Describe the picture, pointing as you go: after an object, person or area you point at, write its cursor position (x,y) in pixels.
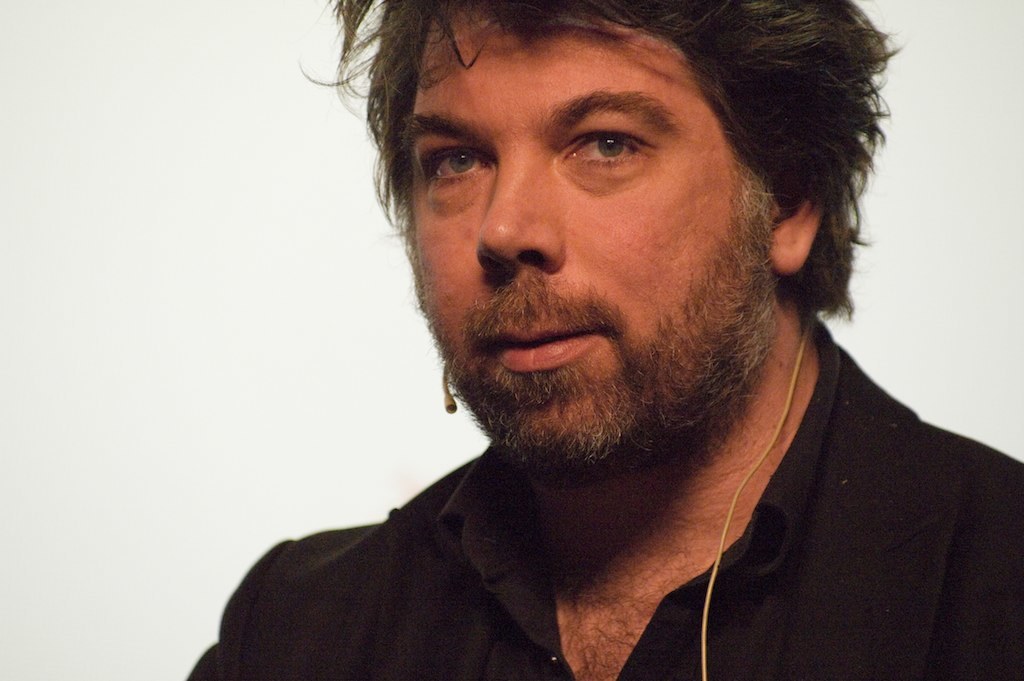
In the image we can see there is a man (746,394) wearing black colour shirt (771,563) and there is a mic (446,401) attached to his ears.
